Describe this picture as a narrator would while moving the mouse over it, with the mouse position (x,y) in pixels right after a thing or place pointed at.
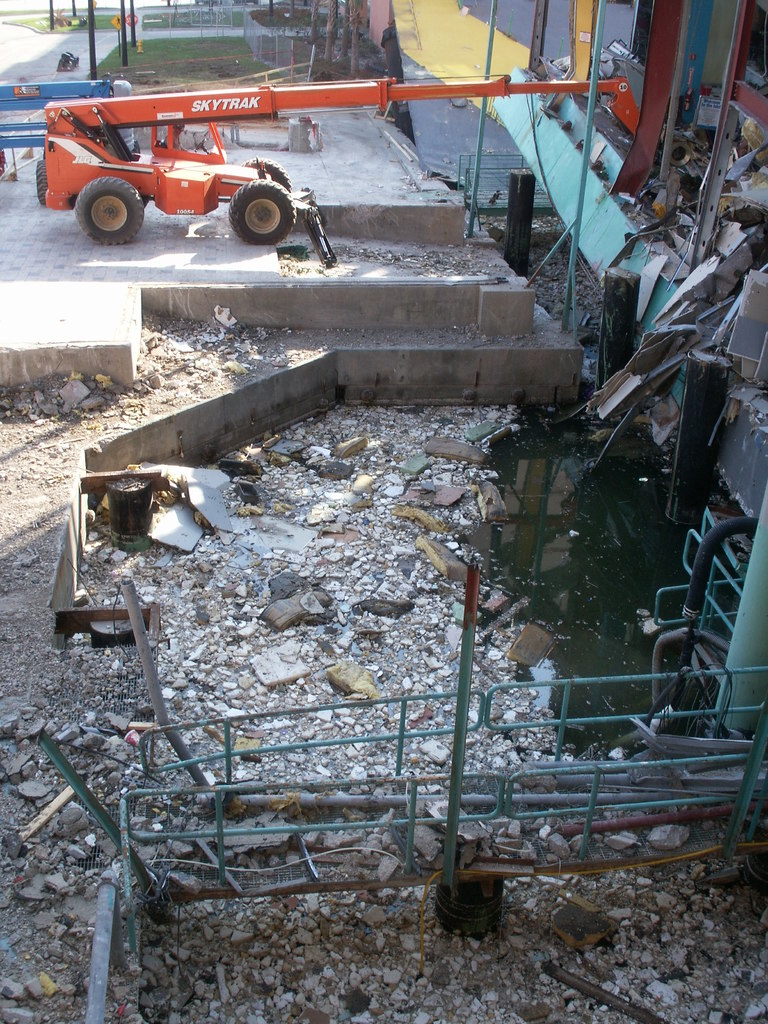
In this picture we can see a vehicle (363,97) on the ground (236,274), stones (273,499), rods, grass (204,74) and in the background (52,24) we can see poles (52,24).
